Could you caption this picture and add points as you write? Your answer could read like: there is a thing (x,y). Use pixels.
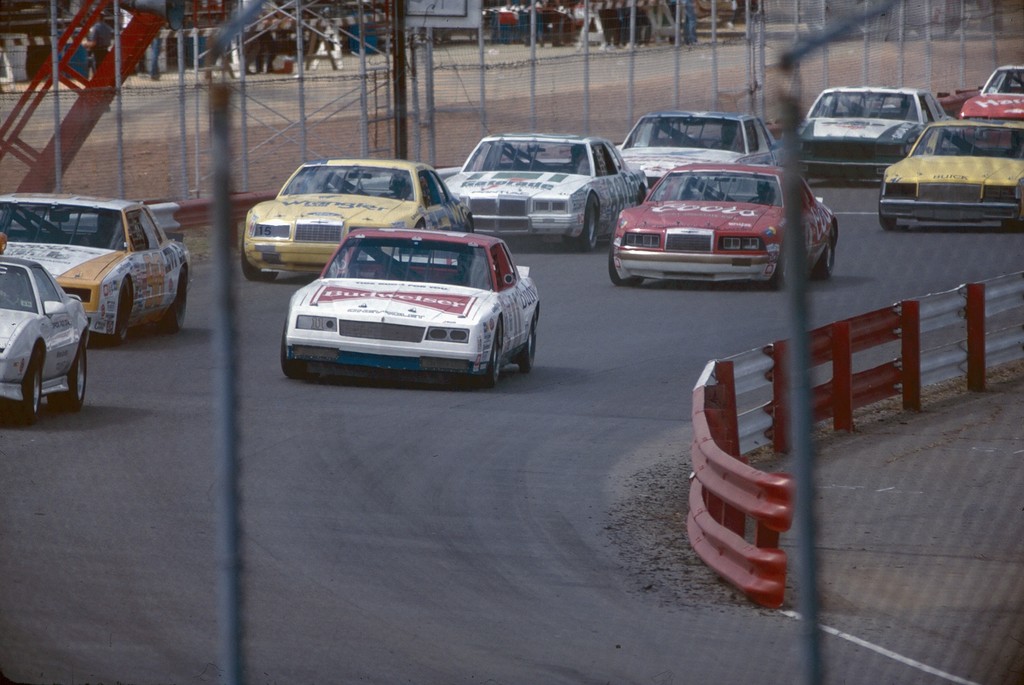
In this image there are cars (455,281) on a road (462,673), in the middle (407,433) there are two rods (809,639), on the right side (718,426) there is a railing (777,413), in the background (602,69) there is fencing (656,43).
